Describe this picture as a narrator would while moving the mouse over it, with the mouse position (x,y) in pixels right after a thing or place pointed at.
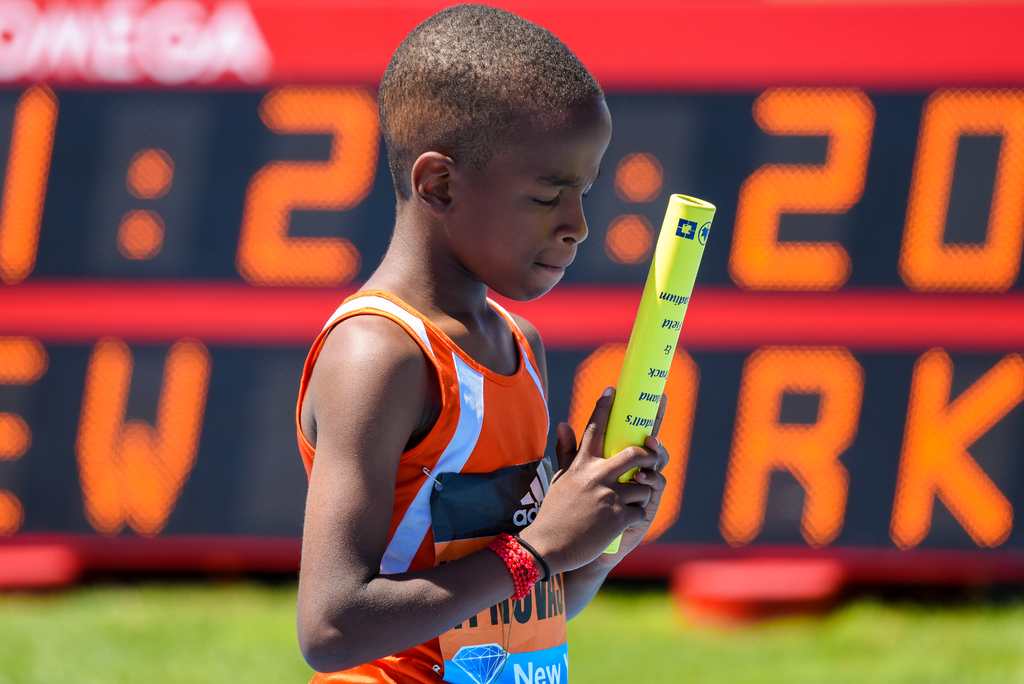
In the center of the image (400,330) there is a boy (506,345) holding an object (654,332) in his hand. In the background of the image (37,247) there is a screen (166,204) with some text (823,460) on it.
